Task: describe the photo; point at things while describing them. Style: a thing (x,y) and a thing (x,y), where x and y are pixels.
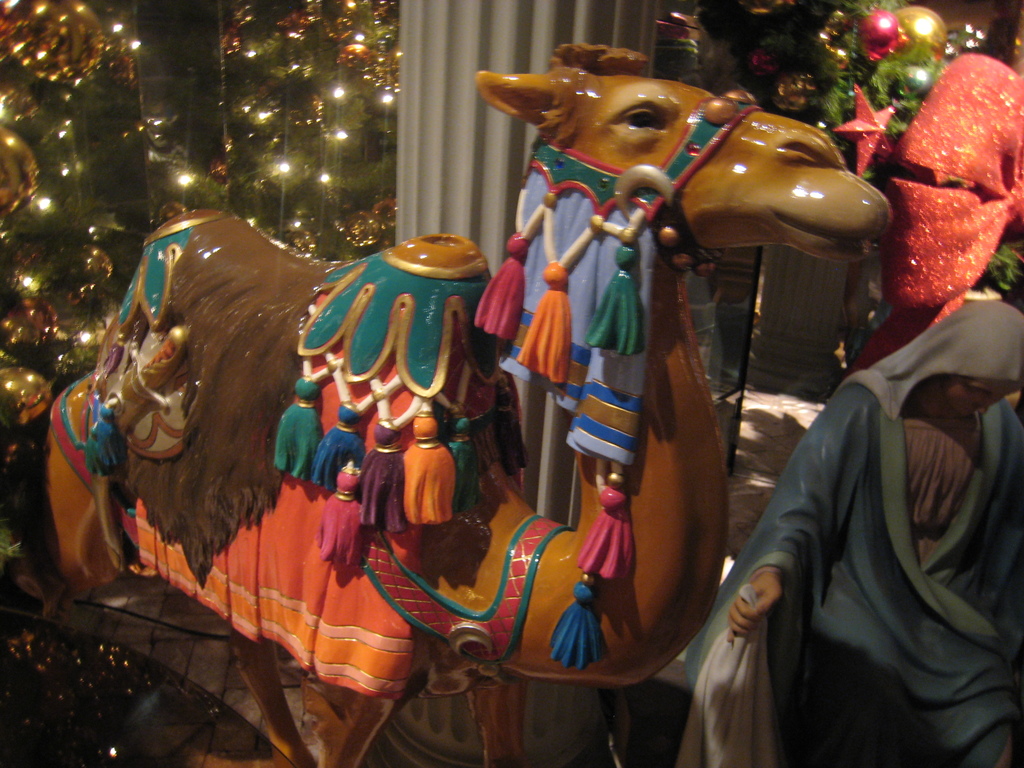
In the image we can see the sculpture (325,389) of an animal (341,467) and a person (948,501). Here we can see tiny lights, a pillar (646,39) and the decorative (908,79).
